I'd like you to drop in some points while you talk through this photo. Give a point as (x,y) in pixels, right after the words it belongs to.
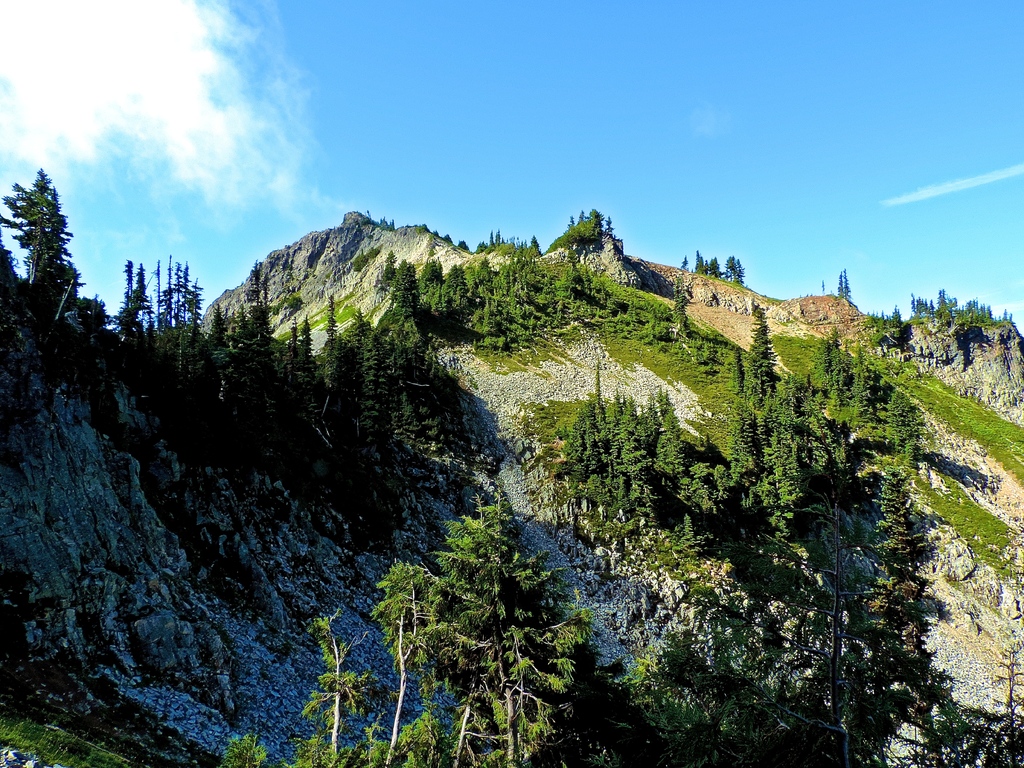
In this picture I can see trees (367,413), hills (925,571), and in the background (599,179) there is sky (683,179).
